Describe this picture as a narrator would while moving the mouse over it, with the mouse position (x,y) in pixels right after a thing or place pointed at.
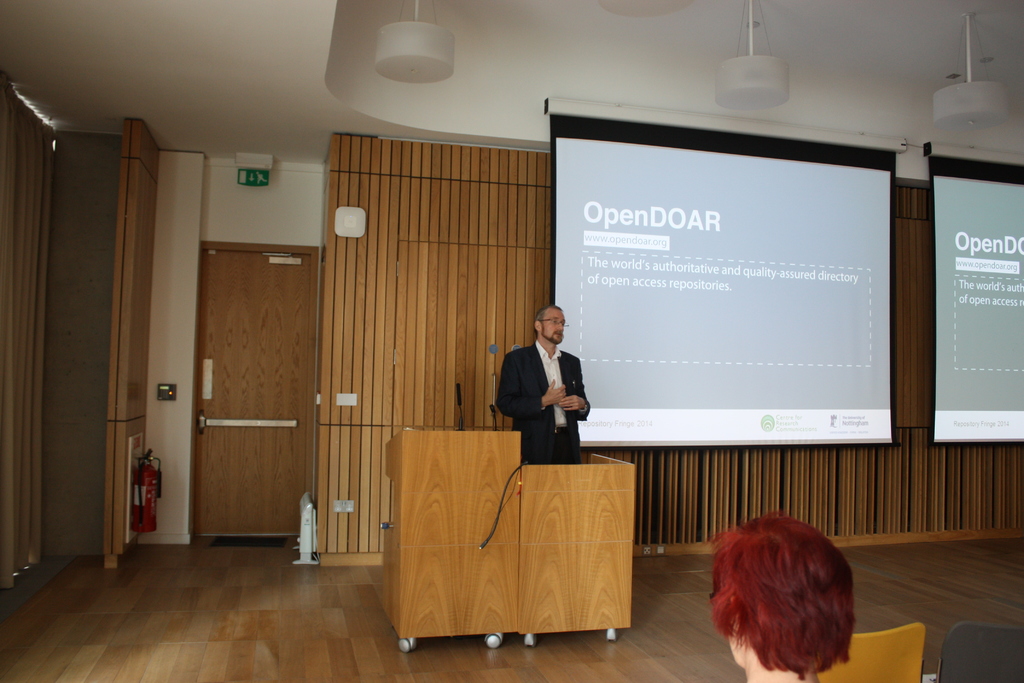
In this picture we can see a man (565,425) standing at the podium (476,460) on the floor (184,602) and in front of him we can see a person (827,637), chairs (868,640) and in the background (650,271) we can see screens (688,306), wall (485,290), door (291,316), fire extinguisher (139,522), curtain (19,170), mic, signboard (253,177) and some objects (961,83).
